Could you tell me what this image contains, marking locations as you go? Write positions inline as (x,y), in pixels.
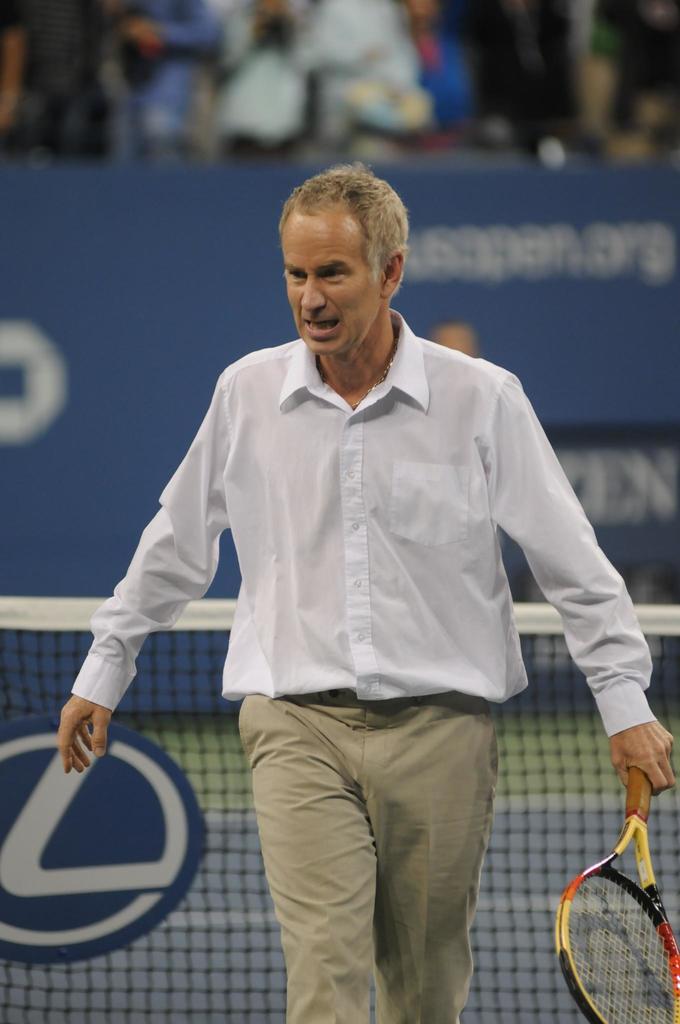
In this picture there is a man (327,501) who is wearing a white shirt (315,563) and is holding a tennis racket (622,853) in his hand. There is a net (137,846) at the back (114,826). And there are some people (378,118) who are standing at the top (322,89).
